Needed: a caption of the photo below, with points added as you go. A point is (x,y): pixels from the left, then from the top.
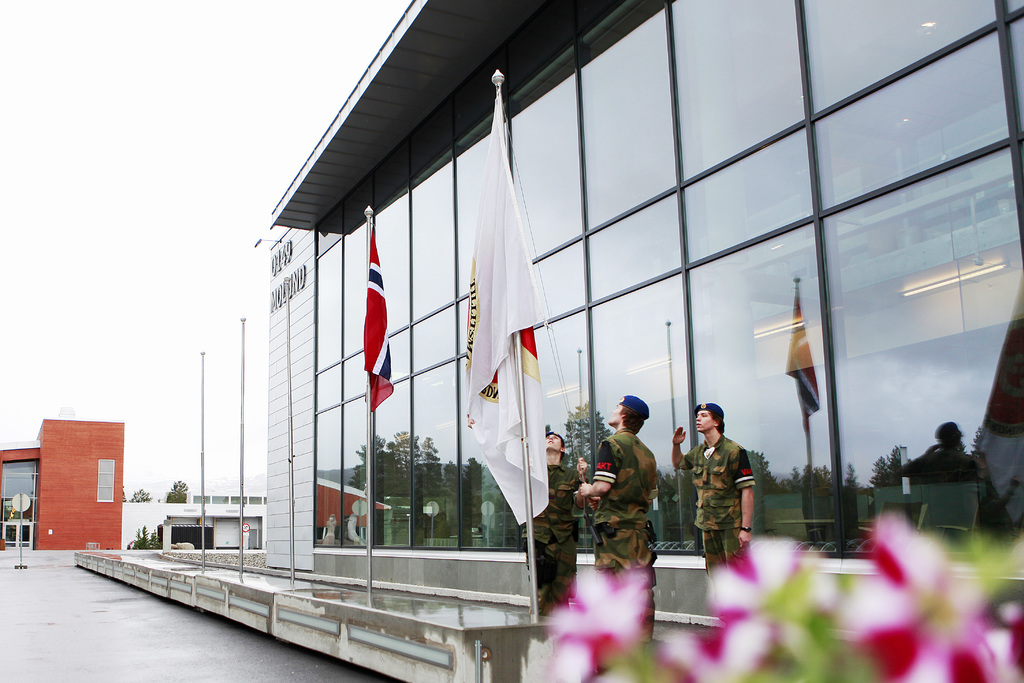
In this picture there are three men (641,456) standing and we can see flags (384,351), poles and boards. We can see buildings (451,424) and plants (876,674). In the background of the image (170,486) we can see trees (179,485) and sky (130,223). In the bottom right side of the image (971,663) we can see flowers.
